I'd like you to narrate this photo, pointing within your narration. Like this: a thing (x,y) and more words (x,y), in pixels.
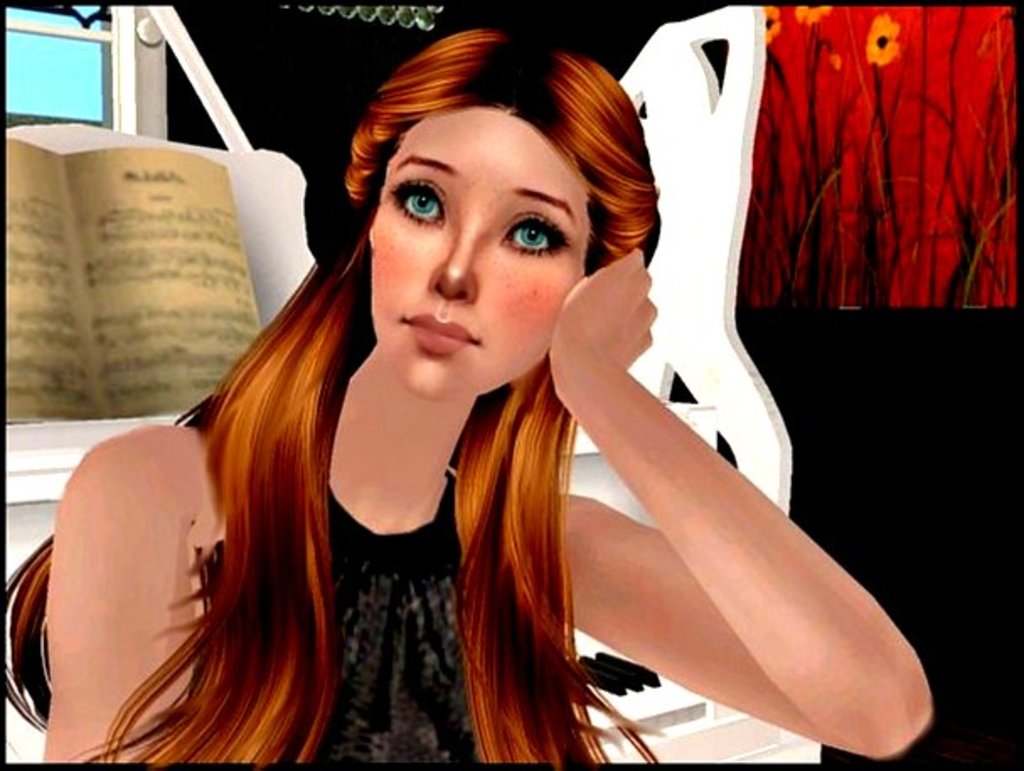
In this image we can see a painting (488,537) of a girl (501,521). Behind piano (61,459) and book (150,253) is present.
